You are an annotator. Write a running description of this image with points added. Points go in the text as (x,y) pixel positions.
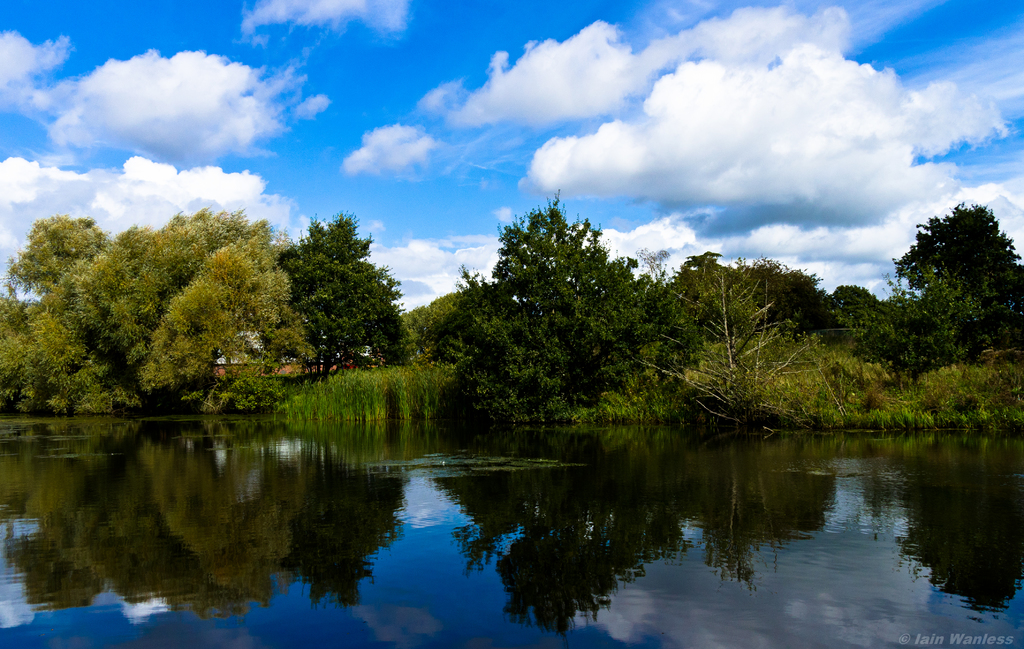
In this image we can see a group of trees (151,373), water (616,587) and in the background (730,165), we can see the cloudy sky (566,177).
